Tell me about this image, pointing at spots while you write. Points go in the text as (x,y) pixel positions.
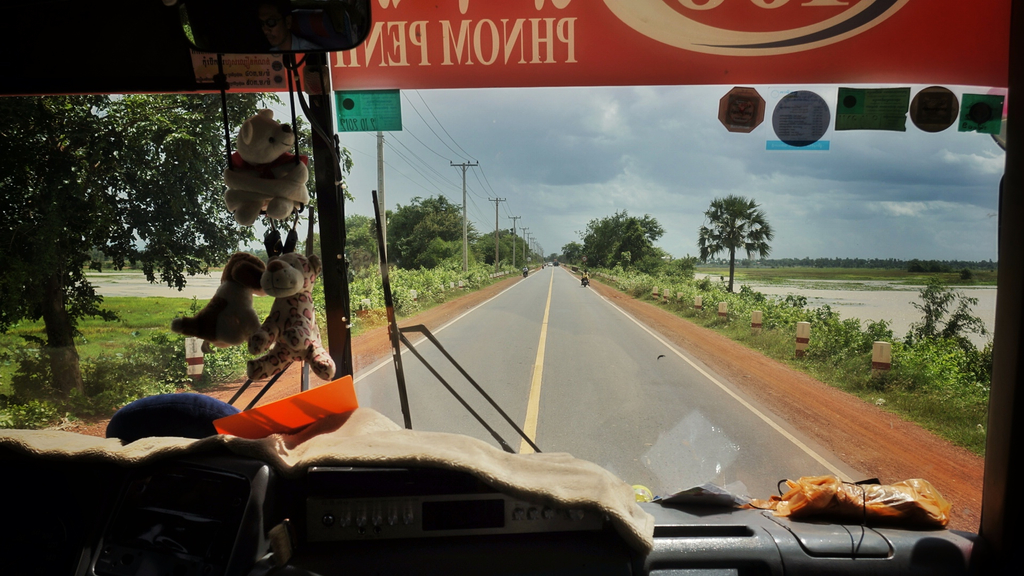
In this image I can see the road (570,326). On either side of the image there is a water surface (170,289) and trees (18,182). In the background (585,216) I can see clouds (773,162) in the sky (592,202).
